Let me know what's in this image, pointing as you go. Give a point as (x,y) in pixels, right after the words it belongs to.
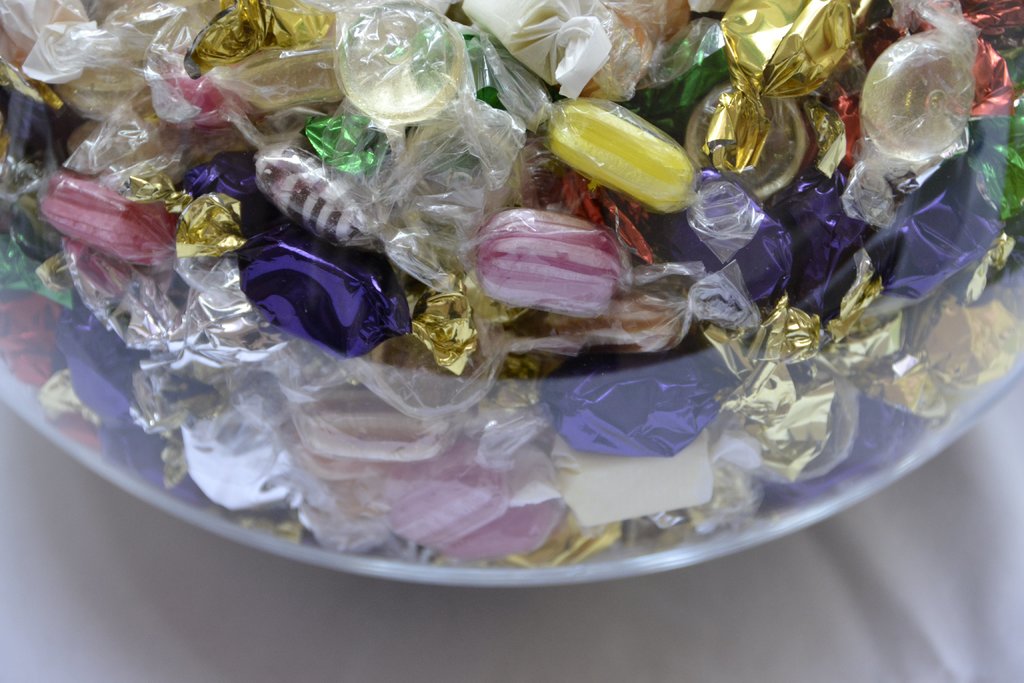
In the center of the image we can see one table (721,606). On the table (888,538), we can see one bowl (870,493). In the bowl (902,232), we can see different types of chocolates (639,114).
